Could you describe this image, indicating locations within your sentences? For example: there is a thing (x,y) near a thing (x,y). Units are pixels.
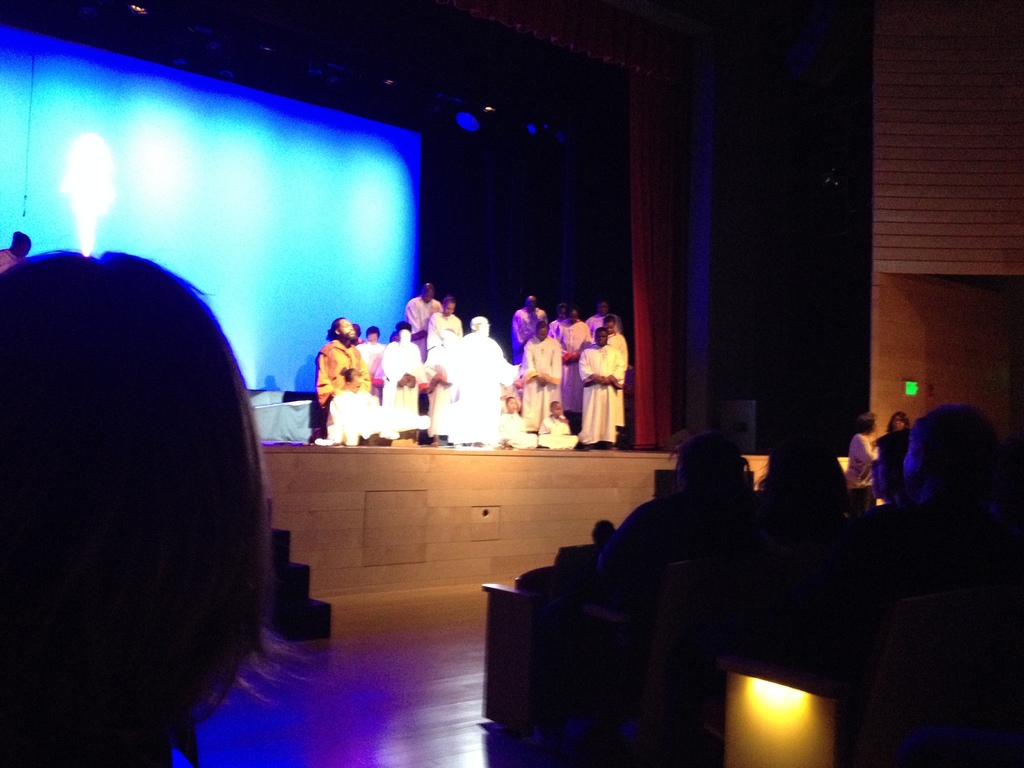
In this image there are people (15,748) sitting on chairs (901,608), in the background (606,449) there is a stage (337,454), on that stage (622,456) few people (497,437) are performing an act and there is a screen (268,194).
